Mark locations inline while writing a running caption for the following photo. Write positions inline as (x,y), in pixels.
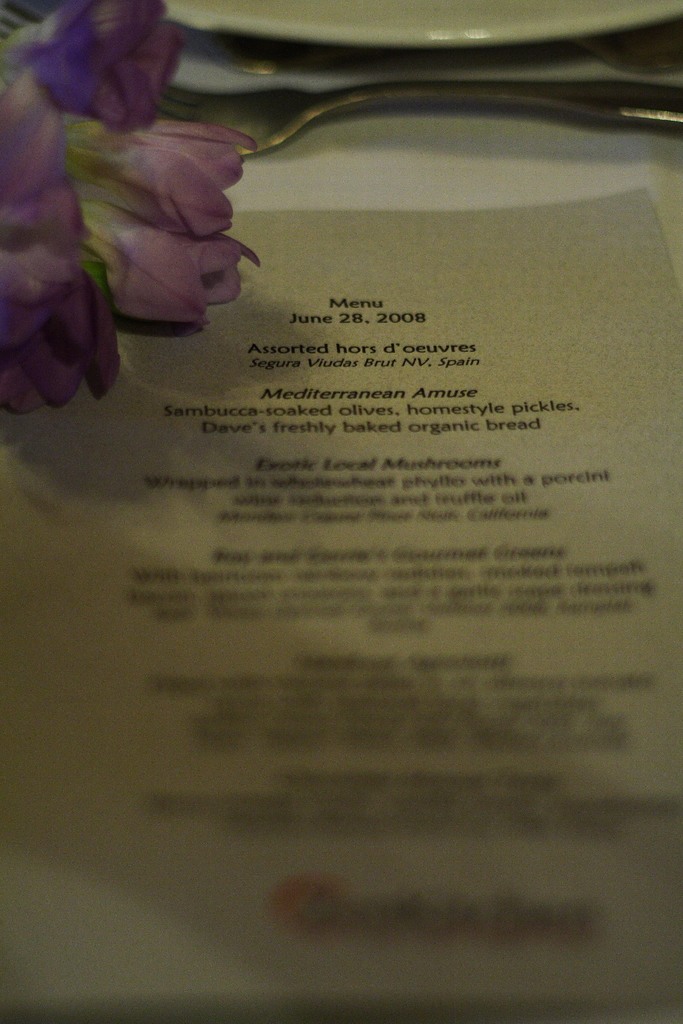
In this picture we can see the letter (377,524) on which some matter (344,544) is written. Beside there is a purple flower (184,250).
